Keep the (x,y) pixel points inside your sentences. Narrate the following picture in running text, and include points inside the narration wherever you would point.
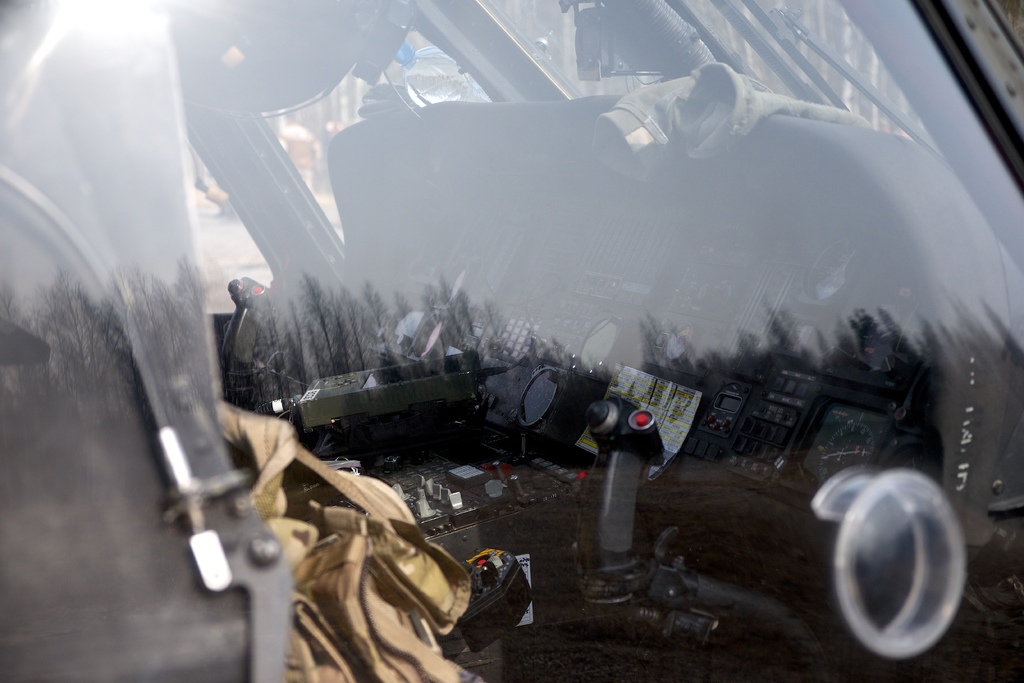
In this image we can see an aircraft (723,472) which is truncated. Through the glass (305,266) we can see control stick (636,418), gauges (861,415), cloth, bottle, and other parts (440,363).
